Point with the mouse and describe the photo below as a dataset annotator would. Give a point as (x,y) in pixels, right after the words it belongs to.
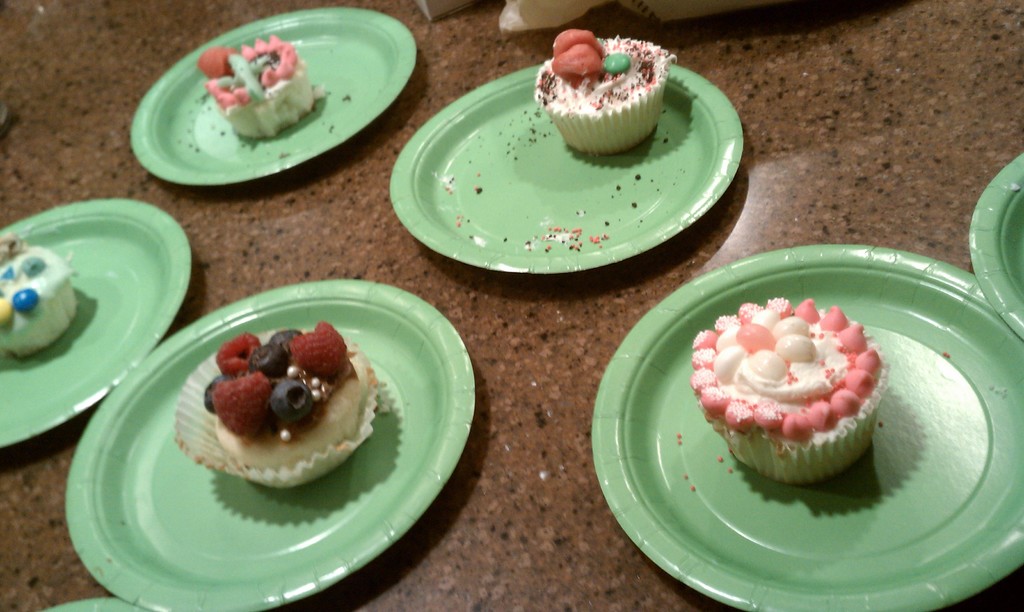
In this image we can see plates (143,454) containing food (780,373) placed on the surface (1,606).
